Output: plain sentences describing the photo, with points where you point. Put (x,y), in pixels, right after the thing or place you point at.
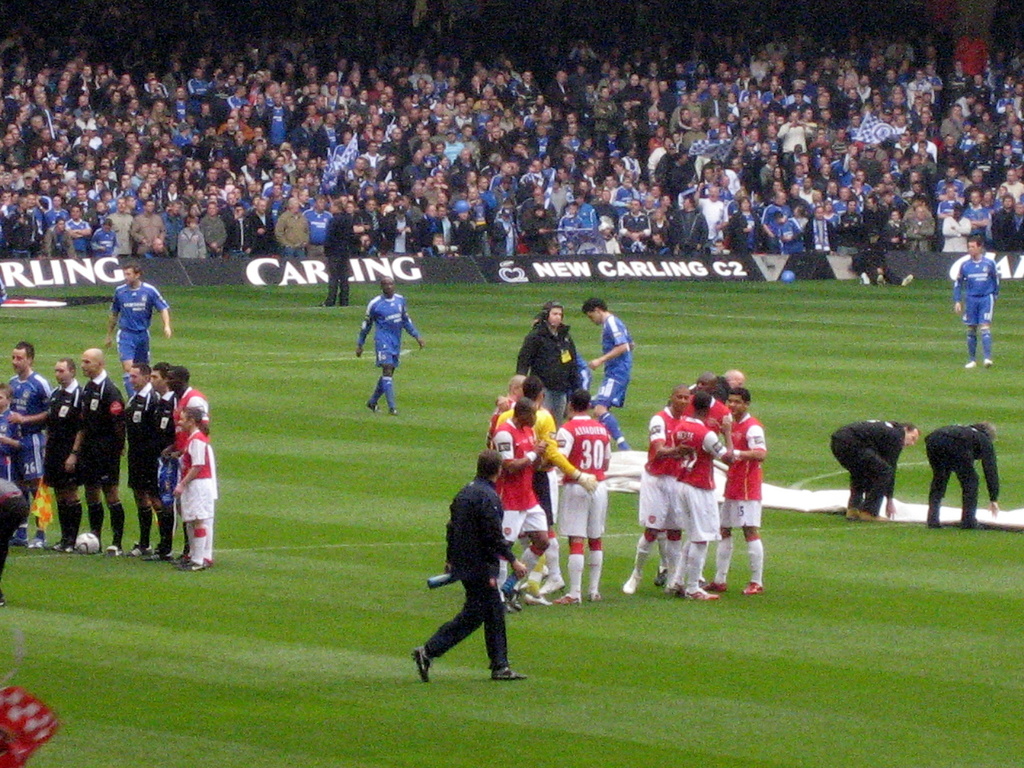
Here we can see few persons (648,534) on the ground (738,651) and there are hoardings (518,272). In the background (32,224) we can see crowd (452,147).
